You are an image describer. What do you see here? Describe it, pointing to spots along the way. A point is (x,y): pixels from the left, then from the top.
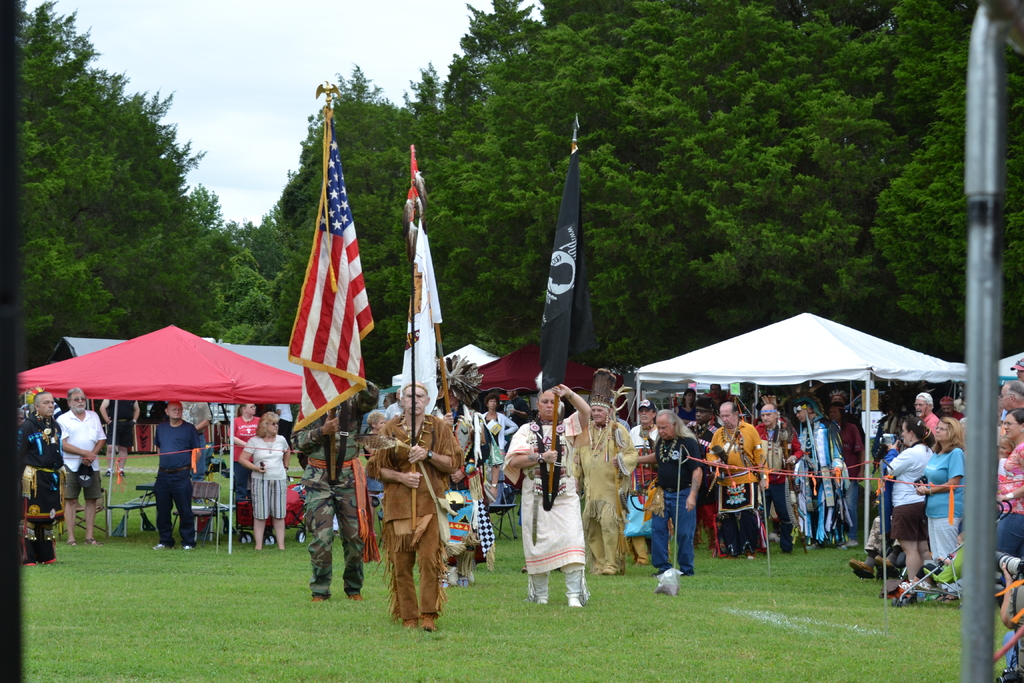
In the given image i can see a sheds (259,370), people (347,448), flags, stands (12,332), rope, trees (45,346), grass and in the background (187,79) i can see the sky (267,77).
